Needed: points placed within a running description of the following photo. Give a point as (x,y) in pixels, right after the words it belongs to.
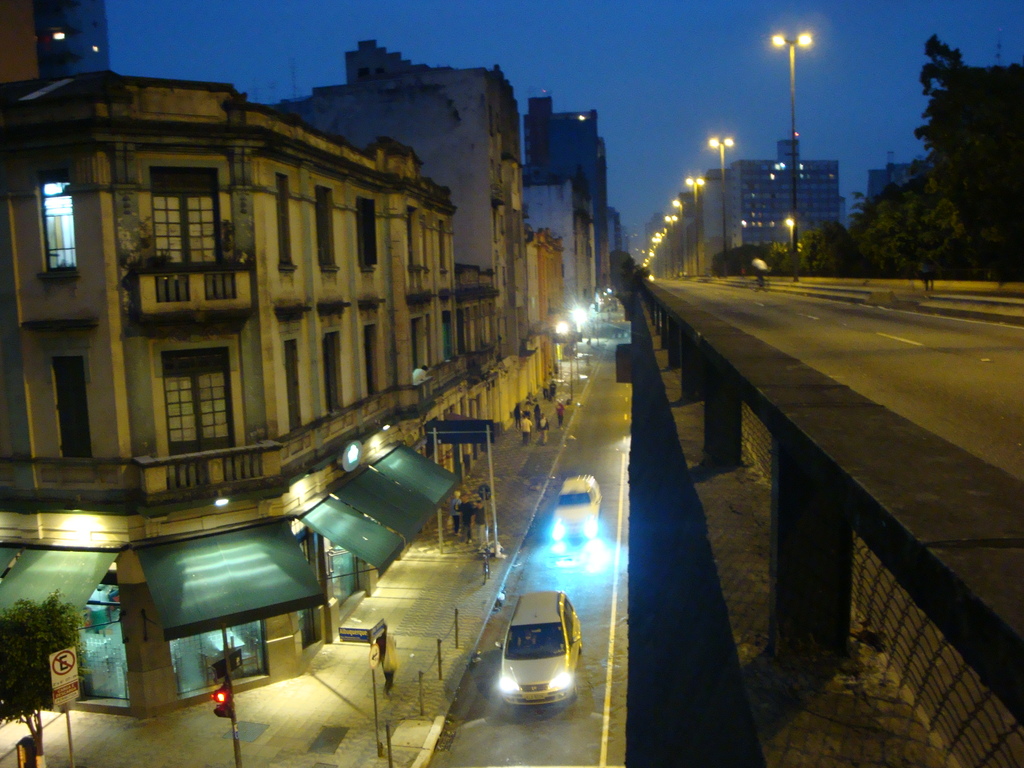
This is a picture of the outside of the city (770,535), in this picture on the right side (775,208) and left side (340,410) there are some buildings (388,318), trees (887,235) and in the center (677,291) there is one bridge (713,362) and some cars (540,697) on the road (566,591). And in the center (577,313) there are some poles (795,205) and street lights (657,243), at the bottom (89,686) there are some stores (243,649) and some persons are walking on a footpath (427,595). At the top of the image (566,80) there is sky (751,77).
